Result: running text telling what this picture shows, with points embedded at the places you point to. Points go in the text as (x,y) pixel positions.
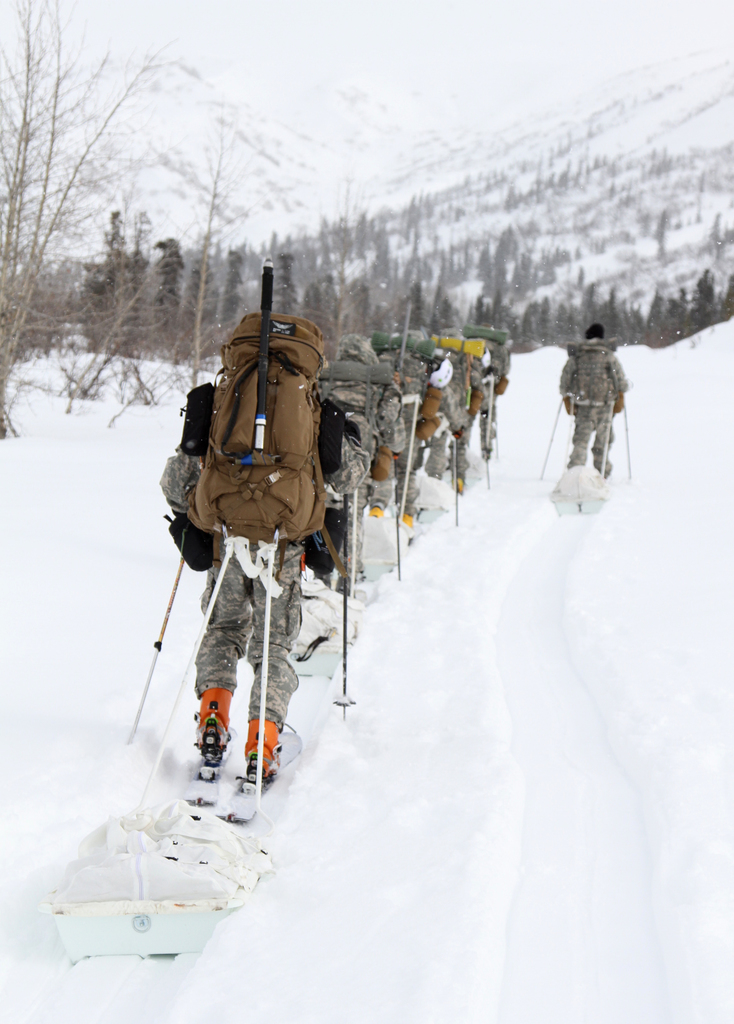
In this picture we can see trees (55,284) and snow (637,375). We can see people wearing backpacks (489,344) and holding ski sticks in their hands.
